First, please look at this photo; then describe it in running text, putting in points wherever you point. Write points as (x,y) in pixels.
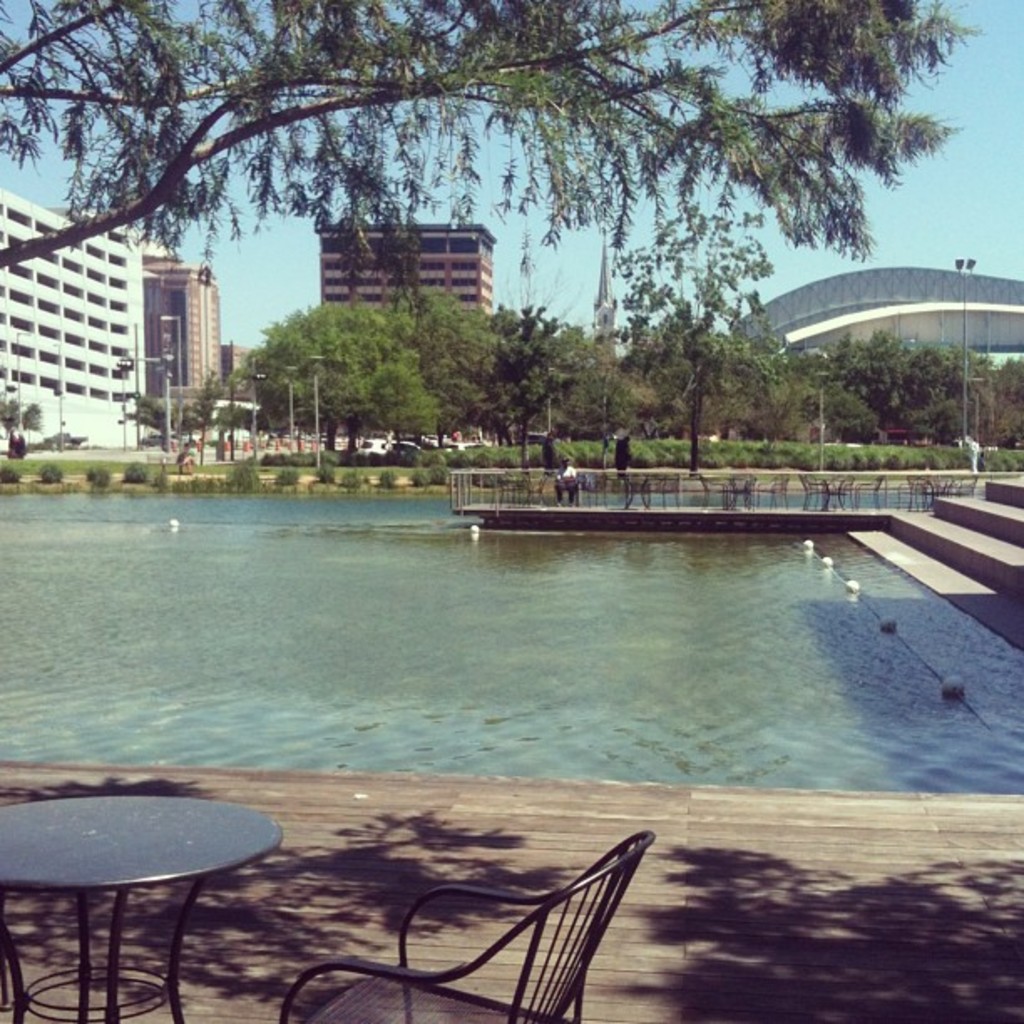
There is a table (171,844) and a chair (477,1000) in the left corner (121,913) and there is water (324,626) in front of it and there are trees (425,336) and buildings (450,288) in the background (430,281).
